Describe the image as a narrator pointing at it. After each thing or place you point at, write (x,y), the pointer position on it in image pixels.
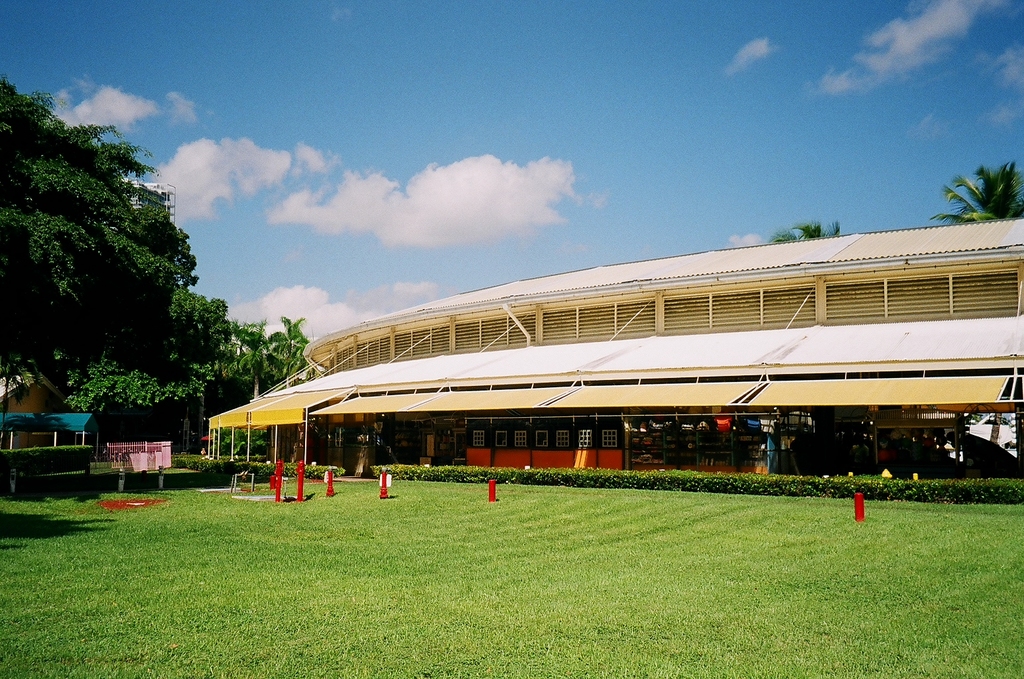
In the picture we can see a grass surface (533,585) with some plants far from it and near it, we can see a building (562,366) with shed (224,416) and some things (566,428) are placed under it and on the left hand side (226,322) we can see some trees (197,336) and in the background (589,156) we can see a sky (361,165) with clouds (499,214).
